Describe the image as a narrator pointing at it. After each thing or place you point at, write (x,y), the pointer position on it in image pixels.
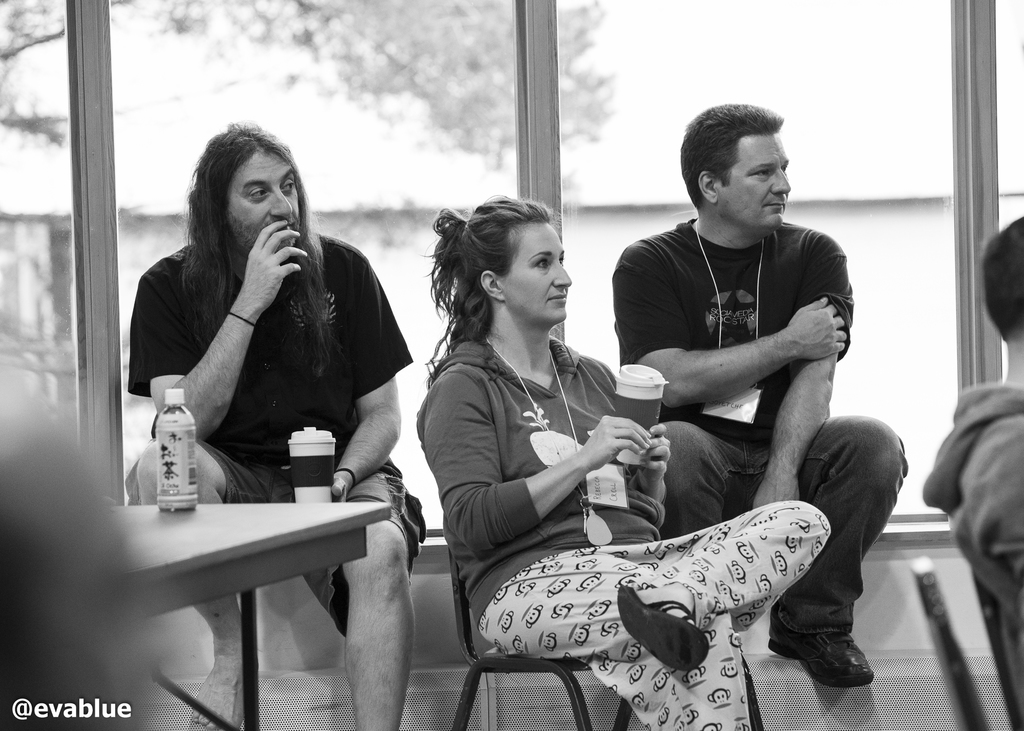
This is a black and white image. In this image we can see one lady (491,347) is sitting on a chair (463,698). She is holding something in the hand (608,439). Also there are few other people (652,311) sitting. There is a table (193,562). On the table (154,563) there is a bottle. Also there are glass walls (313,107). Through the glass walls (339,127) we can see branches (356,35) of tree (504,53). And it is blurry in the background (772,93).
